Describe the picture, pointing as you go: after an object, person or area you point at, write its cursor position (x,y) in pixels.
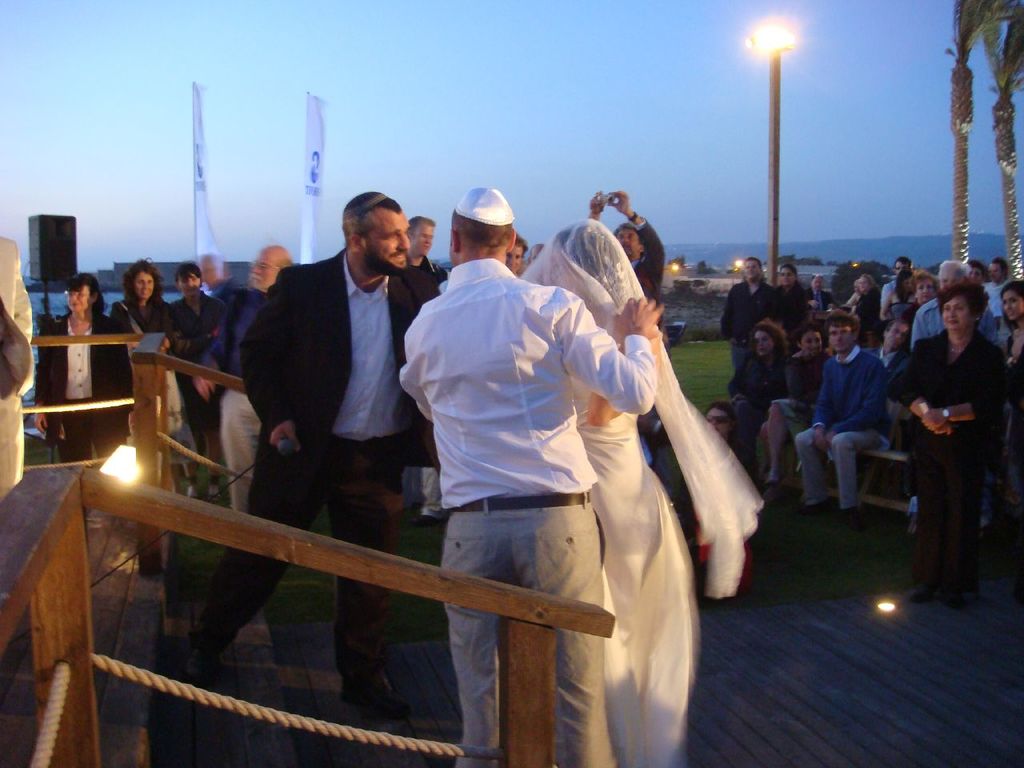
In this image we can see a few people (799,377), some of them are sitting, there are trees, light pole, light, a speaker (46,257), handrail (227,538), staircase (272,653), and the stage (104,609), there are chairs (892,453), also we can see the sky (627,156).
